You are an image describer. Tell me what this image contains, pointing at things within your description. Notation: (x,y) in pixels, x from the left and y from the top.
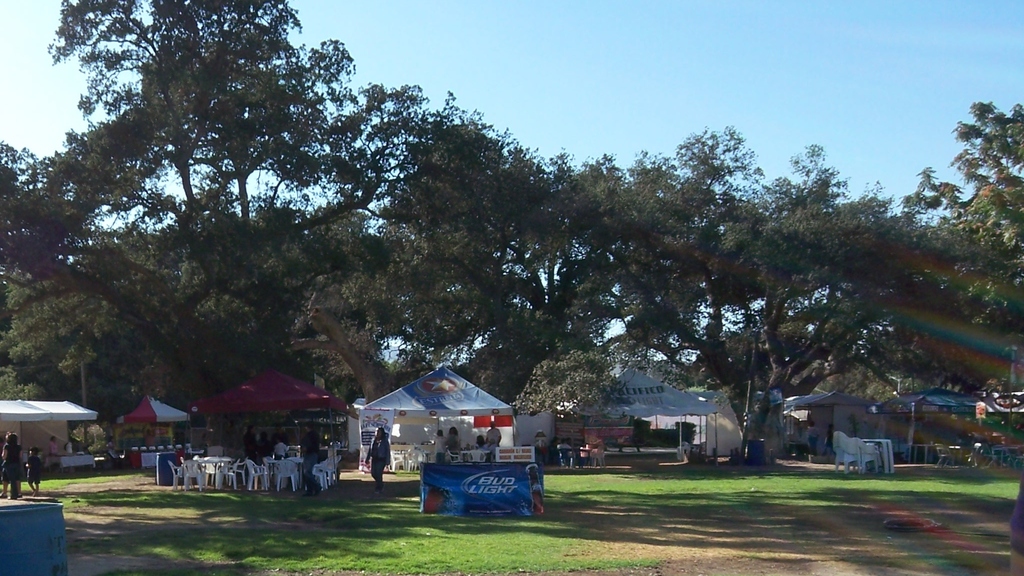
In this picture I can see some tents (396,401), chairs (317,474), tables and few people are walking on the grass (322,528), around we can see some trees (85,287).
